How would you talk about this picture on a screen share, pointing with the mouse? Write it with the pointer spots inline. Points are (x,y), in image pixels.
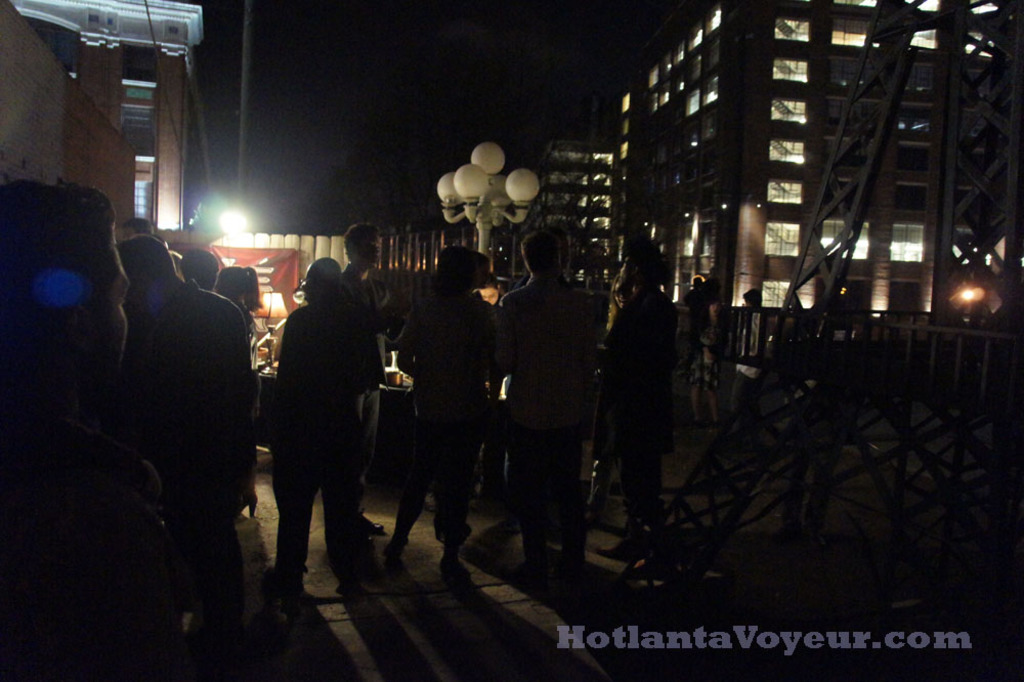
In the foreground (313,291) I can see a crowd (473,368), table (384,387), poles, metal rods (832,469) and a text (823,645) on the road (591,530). In the background (340,157) I can see buildings (70,98) and the sky (257,86). This image is taken may be during night.
